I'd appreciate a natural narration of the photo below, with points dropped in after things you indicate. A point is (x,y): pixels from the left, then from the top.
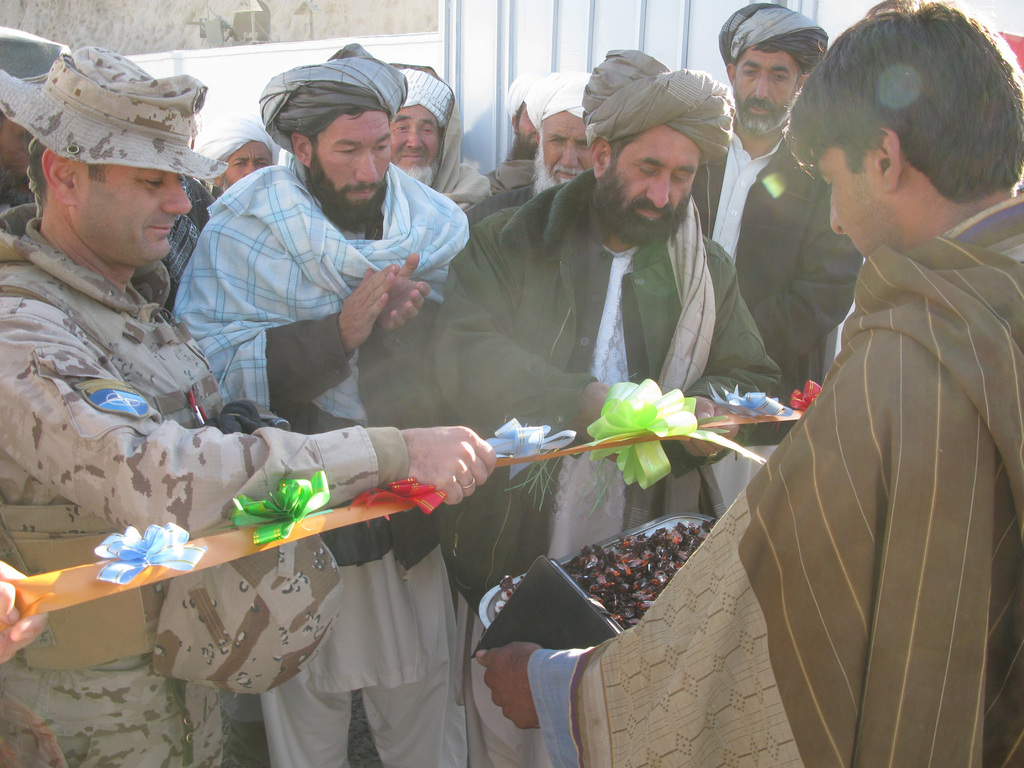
In this image we can see a group of men (505,383) standing. In that two men (611,463) are holding a ribbon (748,458). We can also see a person (753,614) holding a book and a tray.
